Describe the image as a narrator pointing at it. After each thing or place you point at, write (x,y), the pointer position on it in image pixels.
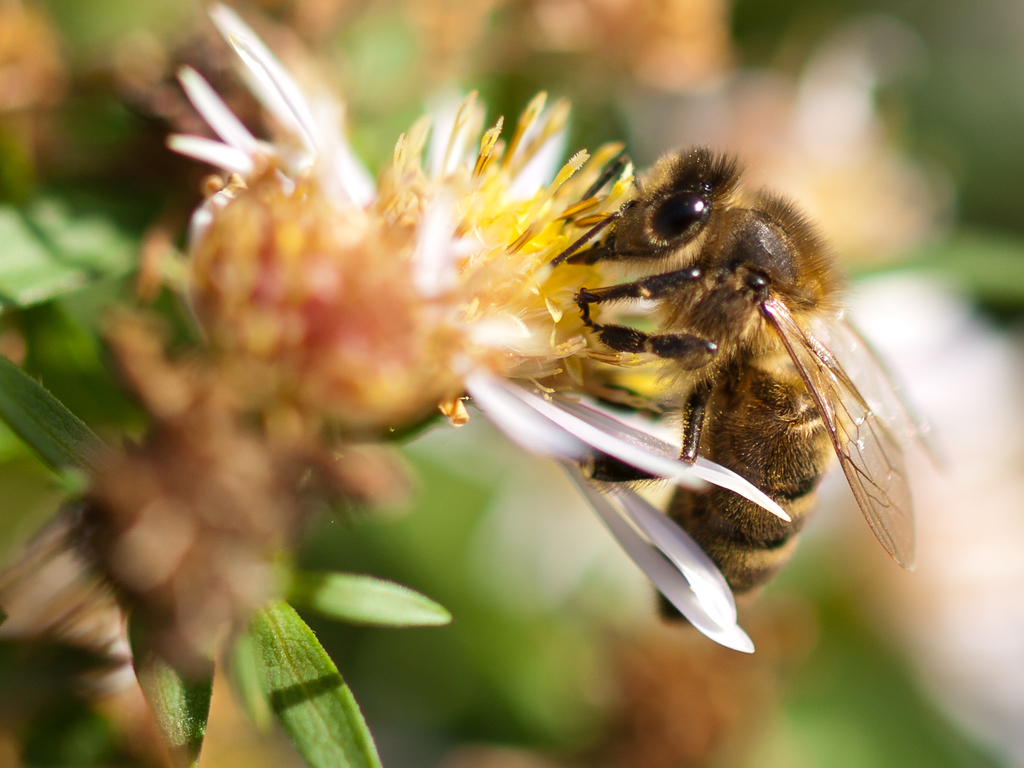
In this image I can see an insect (693,447) which is in black and brown color. It is on the flower (494,243). And I can see the blurred background (87,344).
